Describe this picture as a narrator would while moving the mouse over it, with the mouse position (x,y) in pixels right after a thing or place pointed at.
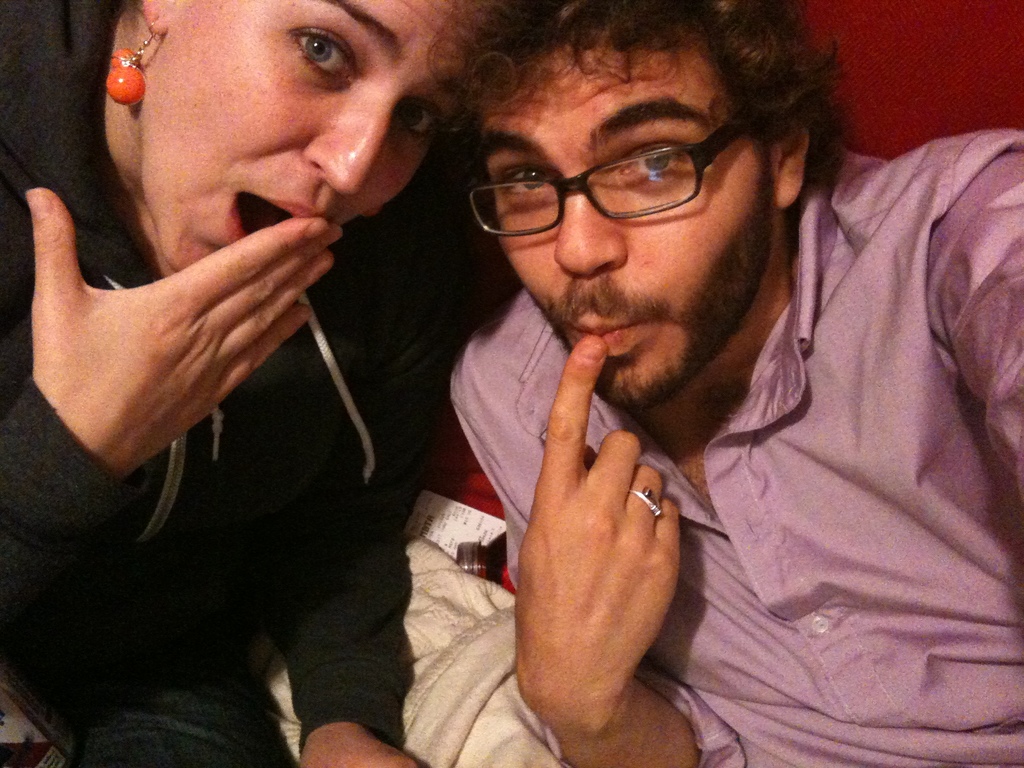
In this image I can see a person (240,474) wearing black dress (207,452) and a man (802,436) wearing pink shirt (862,409) and to the bottom of the image (476,673) I can see a white colored cloth (481,656) and a piece of paper (468,527). In the background (948,76) I can see a red colored surface (893,86).
